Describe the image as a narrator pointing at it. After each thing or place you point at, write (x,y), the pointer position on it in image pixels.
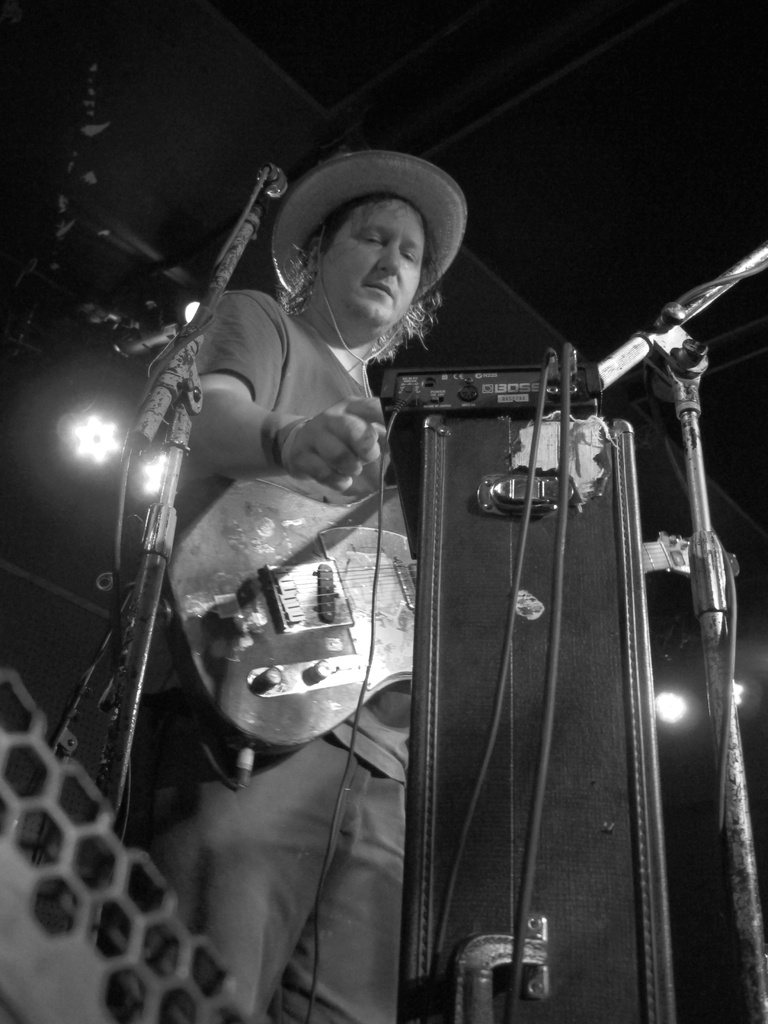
It is a black and white picture only one person (348,462) is present and holding a guitar (255,642) and wearing a hat (342,188), in front of him there are speakers (93,830) and microphone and behind him there are several lights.
